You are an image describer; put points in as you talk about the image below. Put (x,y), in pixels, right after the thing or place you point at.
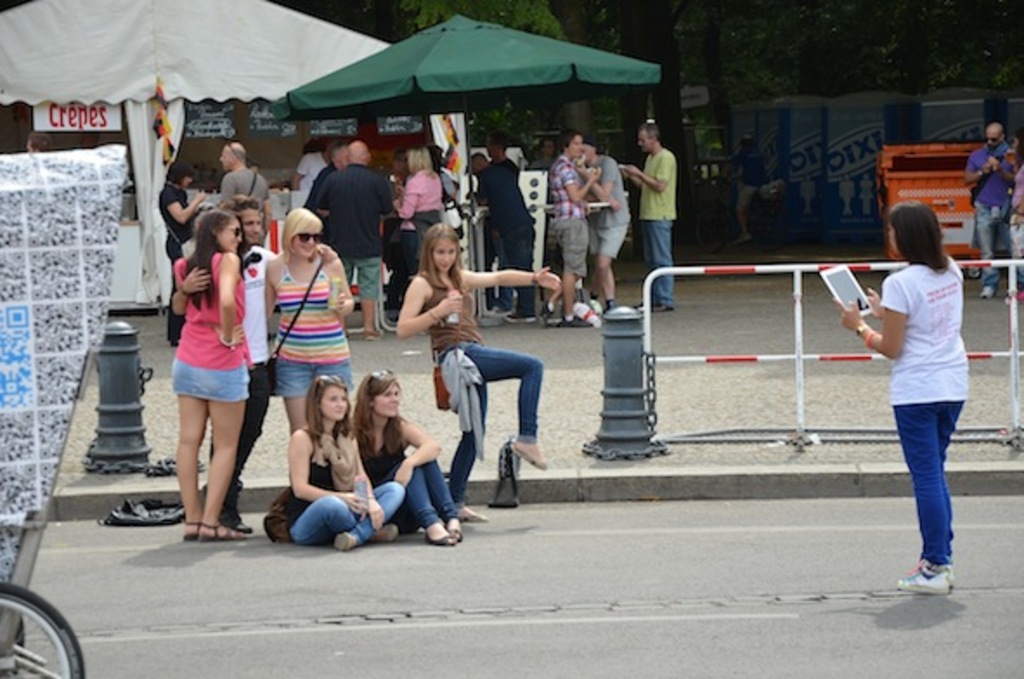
In this picture I can observe some people (377,453) in the middle of the picture (570,265). Some of them are standing and two of them are sitting on the road (168,558). There are men (565,187) and women (283,286) in this picture. Behind the people (329,442) I can observe green color umbrella (391,77). In the background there are trees (631,43).
